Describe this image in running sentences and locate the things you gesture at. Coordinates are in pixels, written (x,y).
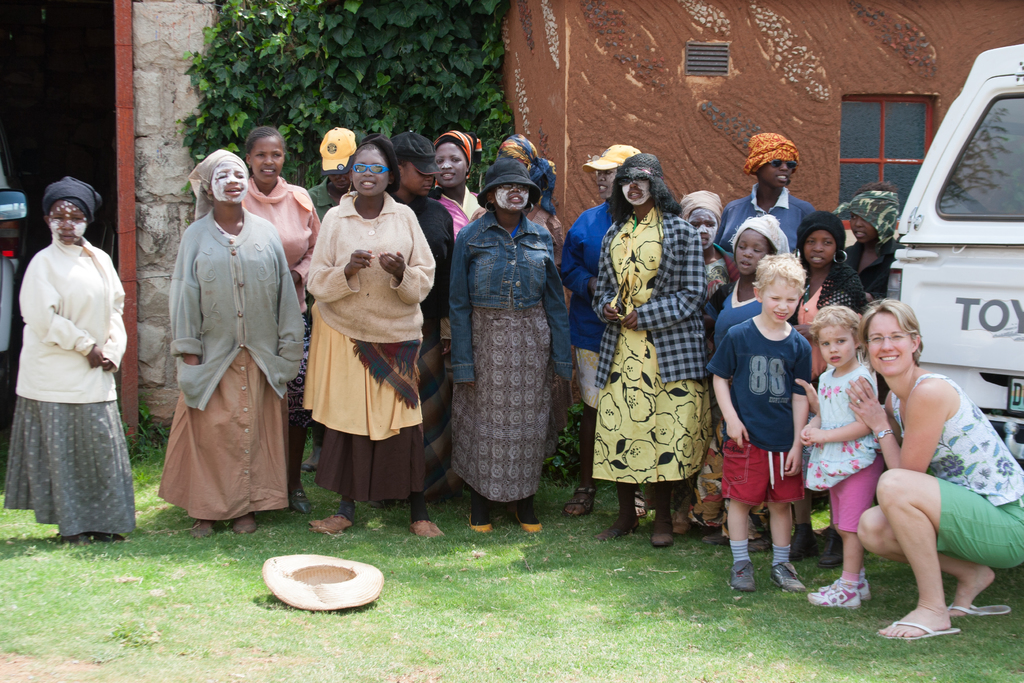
This image is taken outdoors. At the bottom of the image (302,616) there is a ground (168,577) with grass (440,594) on it. In the background (666,115) there is a house (513,108) with walls (144,120), a door (105,115) and a window (890,101). There is a creeper (356,81) with green leaves (339,81). On the left (3,197) and right sides of the image two cars (954,269) are parked on the ground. In the middle of the image (518,290) a few people (246,286) are standing on the ground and there is a hat (346,580) on the ground (440,586). On the right side of the image (862,408) a woman (919,480) is in a squatting position and two kids (751,349) are standing on the ground (814,496).
